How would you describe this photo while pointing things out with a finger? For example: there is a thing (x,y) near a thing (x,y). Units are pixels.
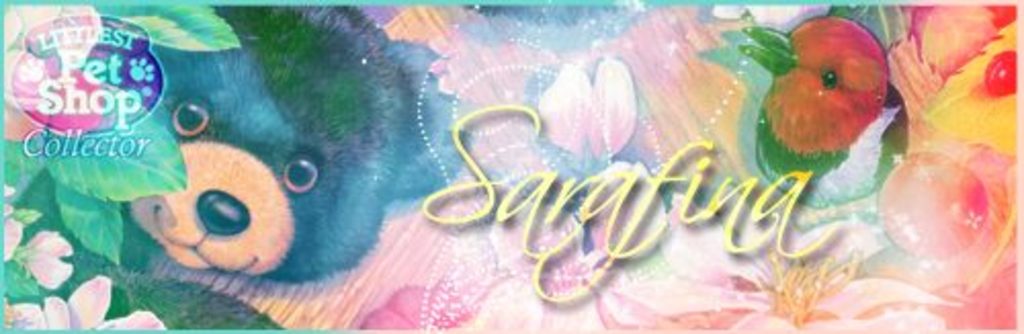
This image looks like a edited photo, on which there is a text (486,183), bird (781,138), animal (294,158), flowers (493,290), leaves (47,179), logo (48,104).
